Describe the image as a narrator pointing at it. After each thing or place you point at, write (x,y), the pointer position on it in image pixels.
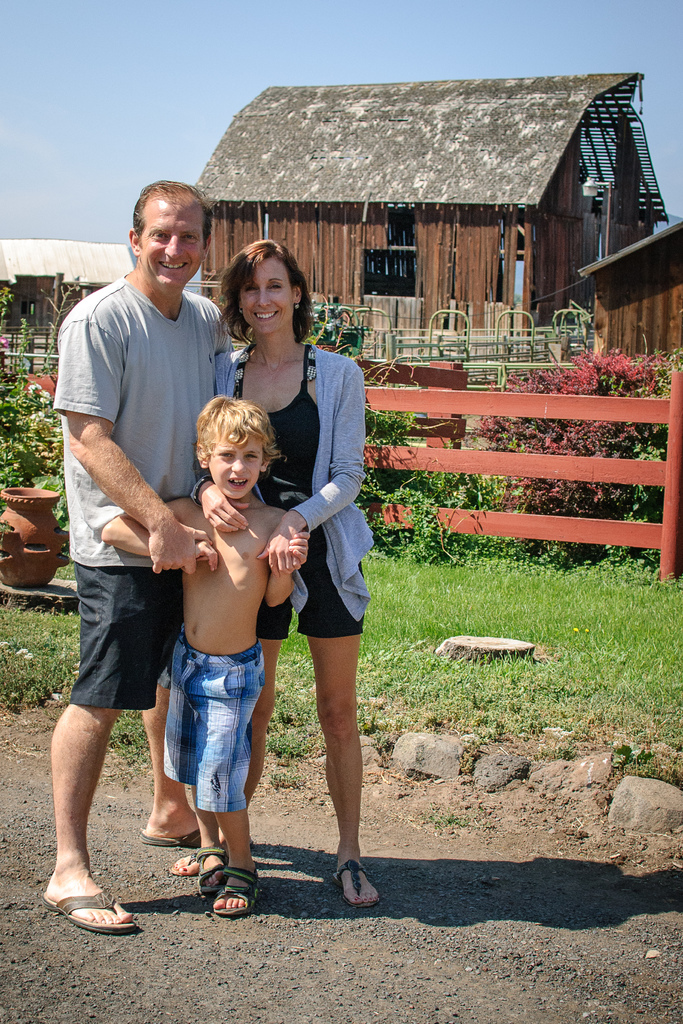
In this image in the left (191,428) a man (181,354), a woman (232,333) and a boy (270,459) is standing. In the background (448,515) there is wooden fence (469,464), plants (18,452), pots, building (401,284). The sky (186,59) is clear.
